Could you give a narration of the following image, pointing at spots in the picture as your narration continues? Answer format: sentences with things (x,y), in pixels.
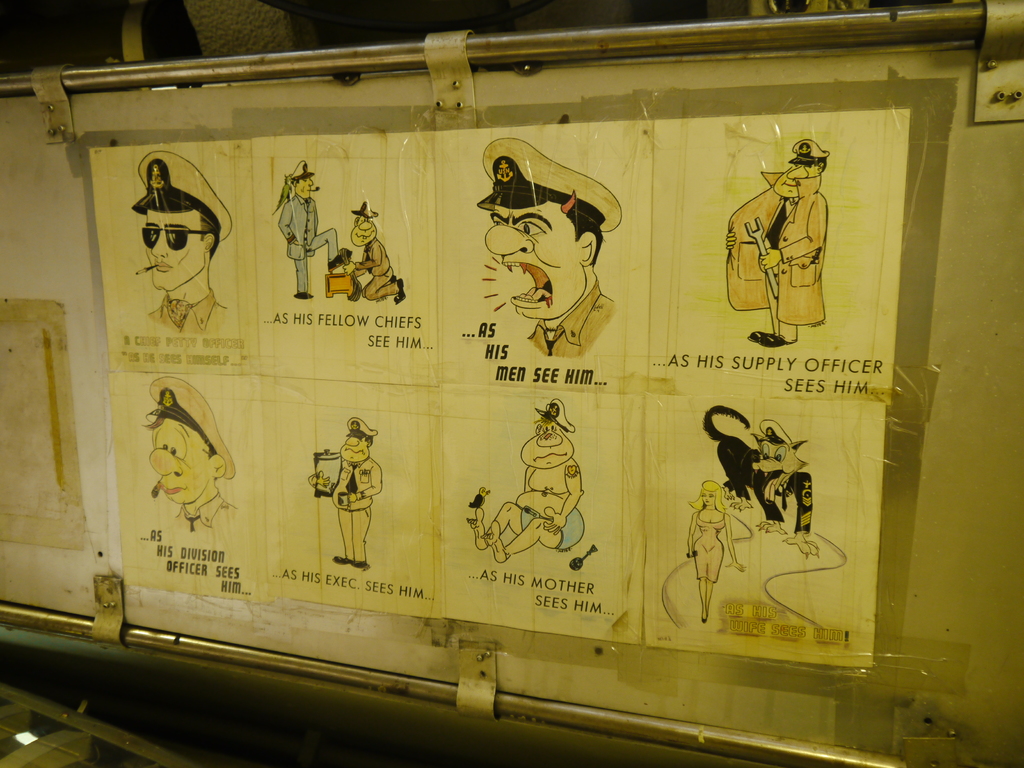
In the foreground of this picture (487,282), there is a poster (771,390) pasted on a card board (975,125) and two rods (531,41) are on either side to the cardboard (591,669).
